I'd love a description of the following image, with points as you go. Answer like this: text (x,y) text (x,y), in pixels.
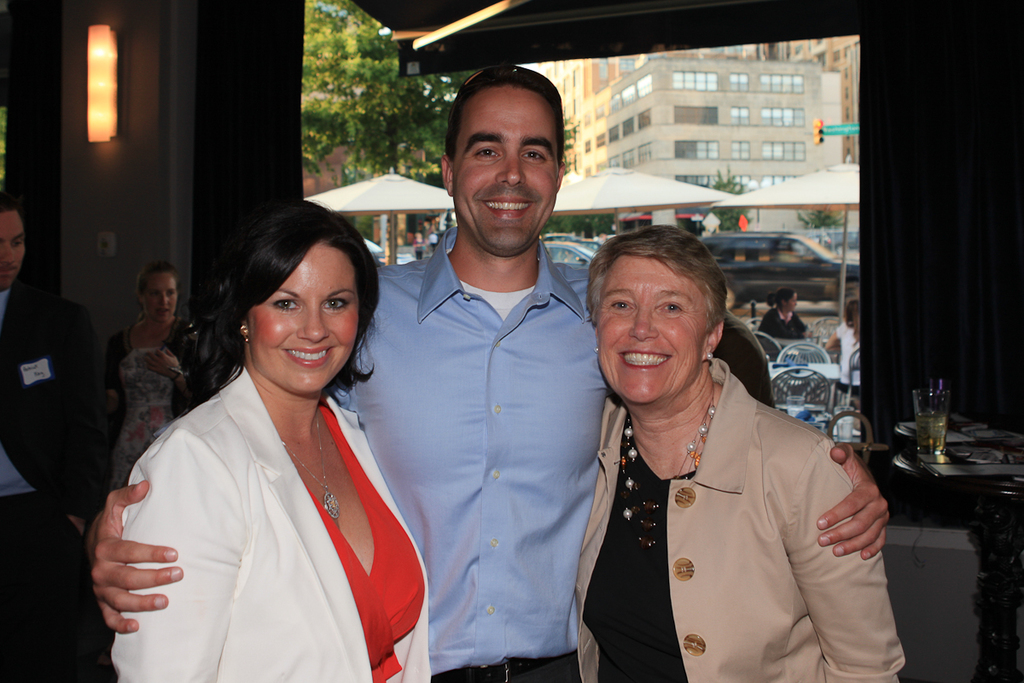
In this picture I can see few people (634,512) are standing and I can see smile on their faces (605,320) and I can see a glass (929,417) on the table (975,480) and I can see few umbrellas (450,203) and chairs (819,376) and tables (798,374) in the back (809,393) and I can see a woman (782,309) seated in the chair (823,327) and few cars (742,241) parked and I can see buildings (685,102) and trees (730,176) in the back (615,143) and I can see light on the wall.
